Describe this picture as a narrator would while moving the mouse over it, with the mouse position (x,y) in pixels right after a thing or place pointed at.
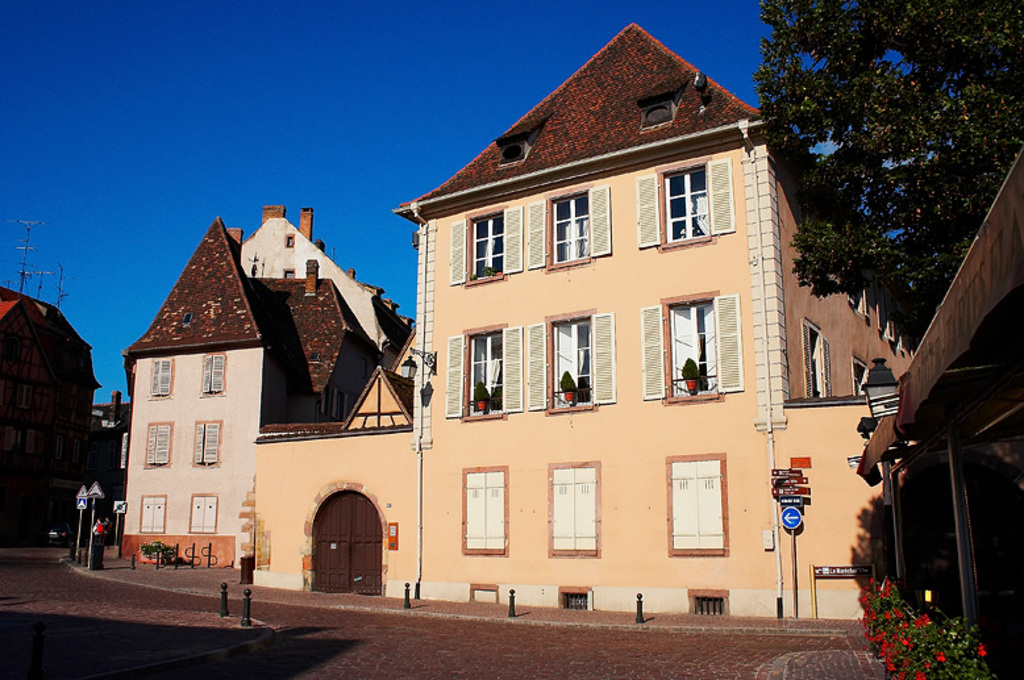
In this image, we can see buildings (748,236), trees (959,240), windows (486,355), flower pots (151,552), boards (798,491), plants (900,622), poles (953,431) and some other objects (167,561). At the bottom (154,644), there is a road (314,657) and at the top (352,153), there is sky (352,153).
